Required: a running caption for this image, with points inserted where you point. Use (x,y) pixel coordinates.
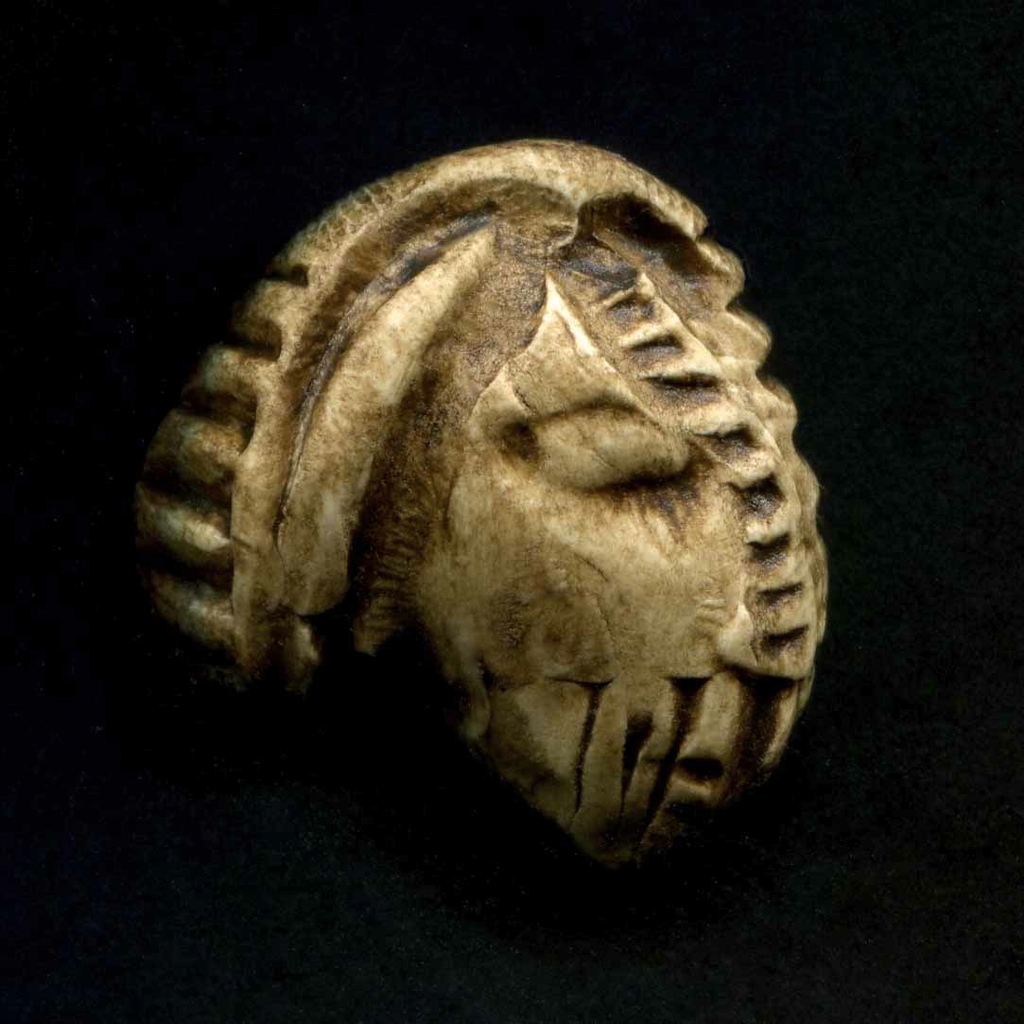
In this picture we can see an object (676,209) and in the background (175,208) it is dark.
